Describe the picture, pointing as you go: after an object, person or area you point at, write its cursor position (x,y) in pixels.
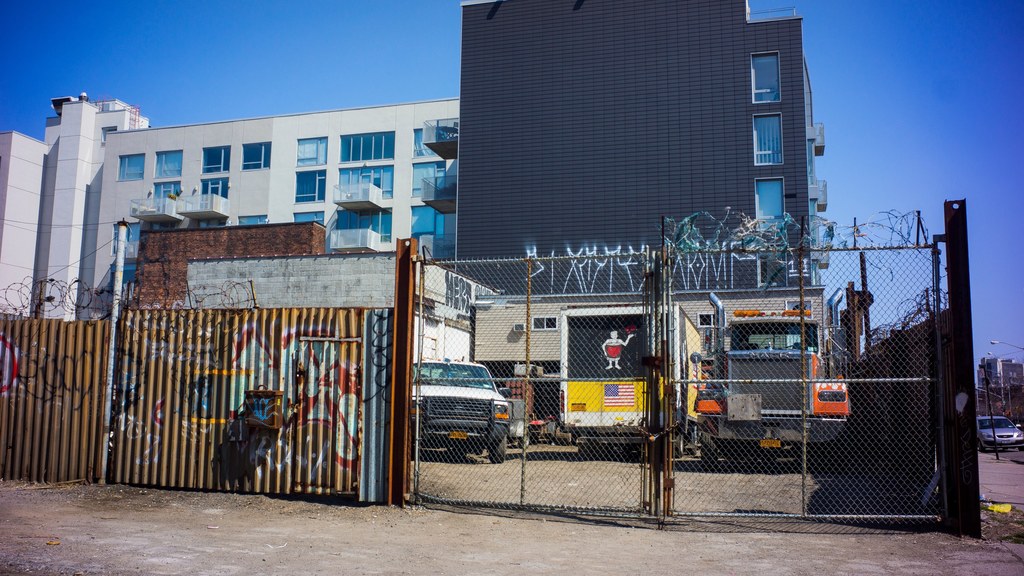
In this image we can see a building (505,285). In front of the building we can see few vehicles (612,394), wall fencing (370,391) and a gate (728,398). At the top (361,104) we can see the sky (416,6). On the right side (991,371), we can see a vehicle (1007,429), building (1012,370) and a street pole (1000,347).
